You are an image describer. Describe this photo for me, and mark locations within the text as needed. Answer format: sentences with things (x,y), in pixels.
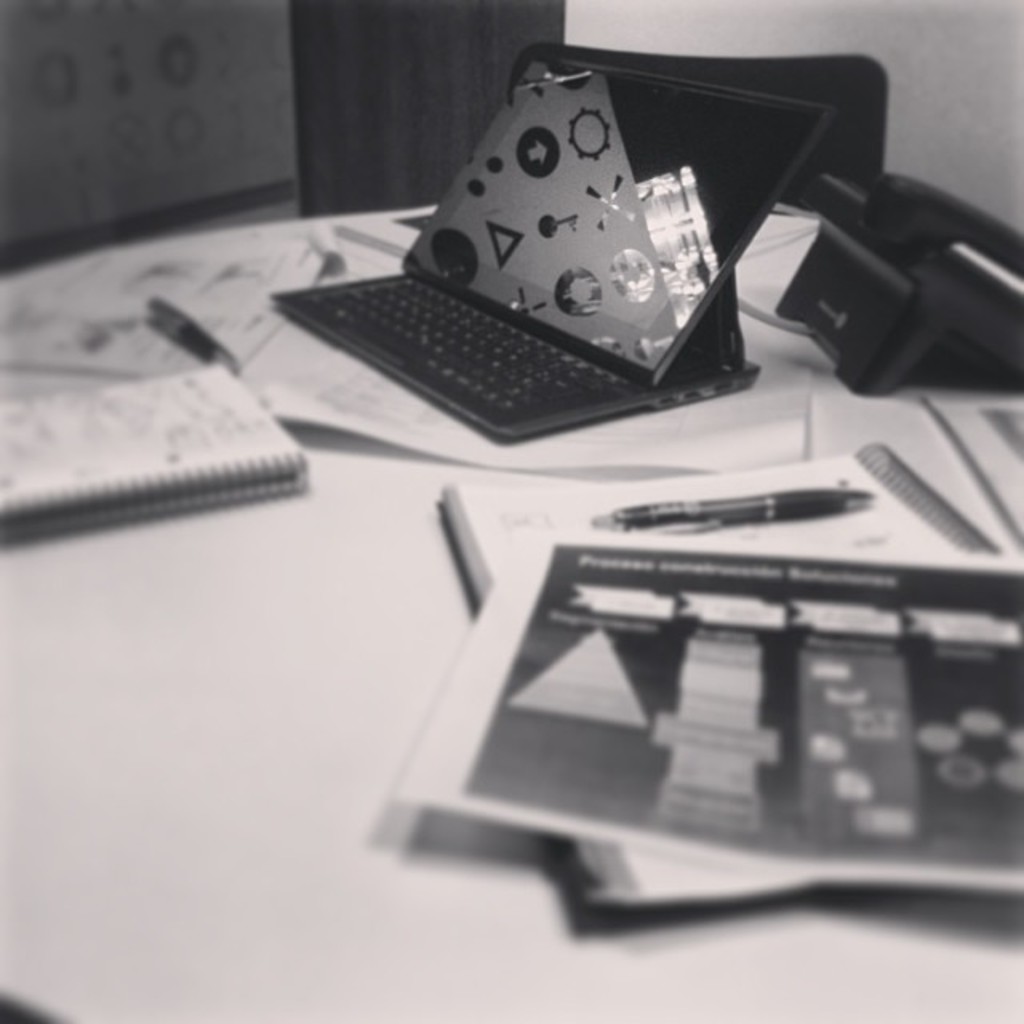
This is black and white image, in this image there is a table (303,504), on that table (345,480), there are books (753,629), pen (732,514), telephone (864,351), laptop (612,336), behind the table (320,225) there are chairs (599,56).
